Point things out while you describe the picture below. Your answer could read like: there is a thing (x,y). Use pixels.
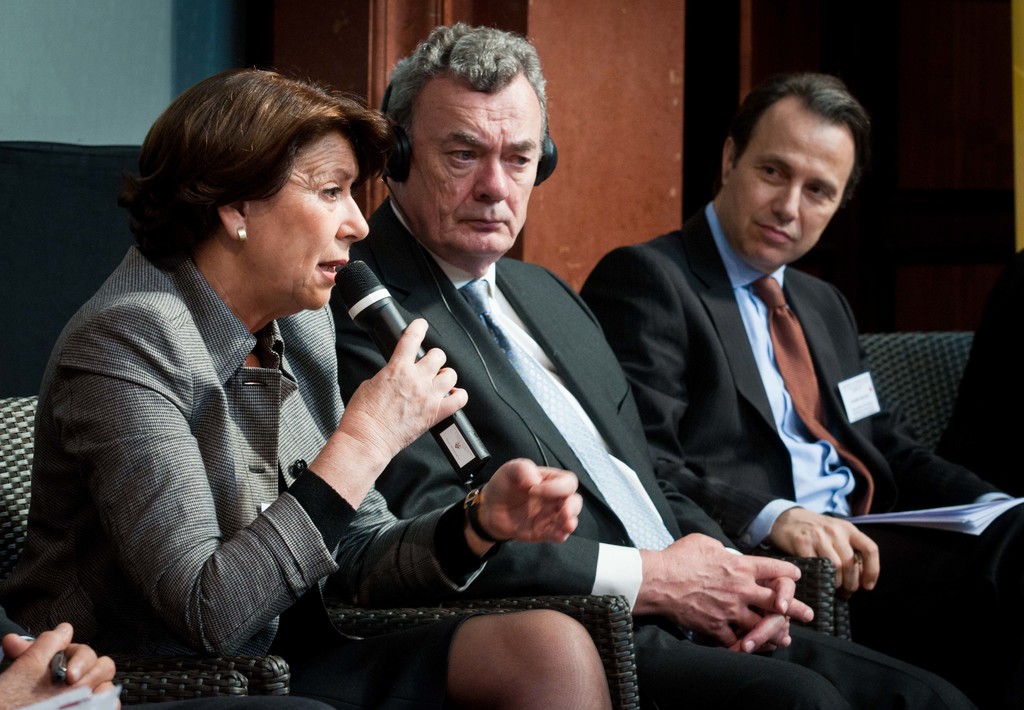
In the image few people (784,232) are sitting and she is holding a microphone (466,462) and they are holding some papers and pens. Behind them there is wall (12,6).
